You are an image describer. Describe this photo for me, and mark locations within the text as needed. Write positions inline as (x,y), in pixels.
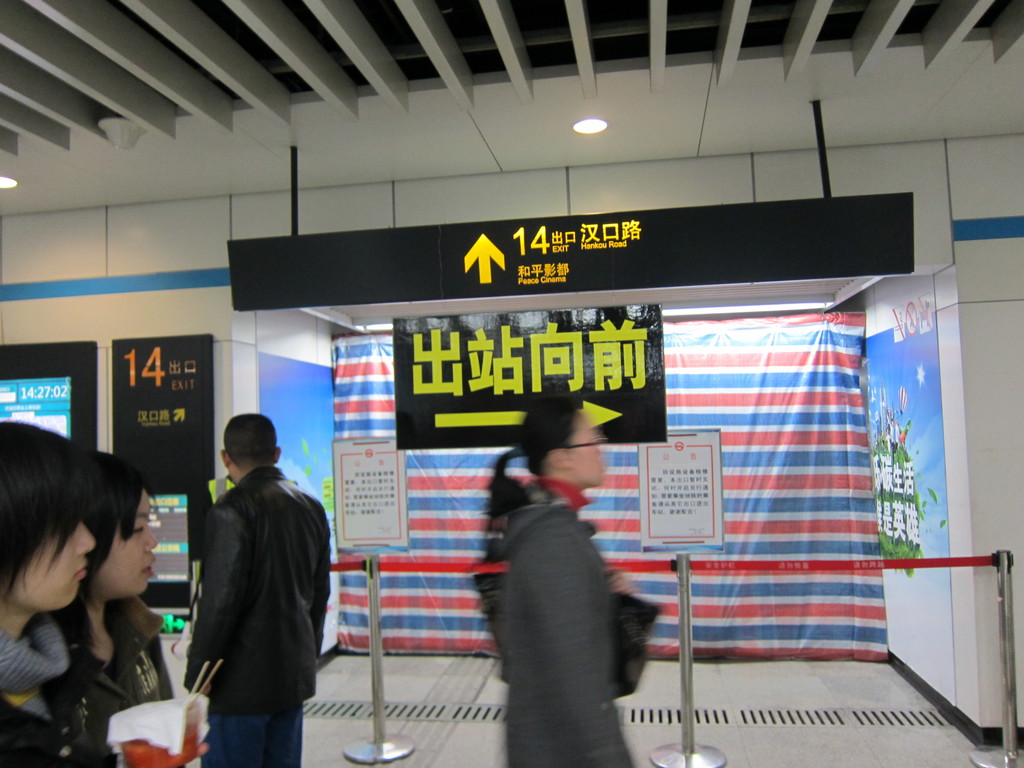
In this image I can see group of people (522,502) standing. In front (255,709) the person (268,615) is wearing black and blue color dress (266,717). In the background (58,360) I can see few poles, boards (158,370) and I can also see the banner (768,442) in multi color.
